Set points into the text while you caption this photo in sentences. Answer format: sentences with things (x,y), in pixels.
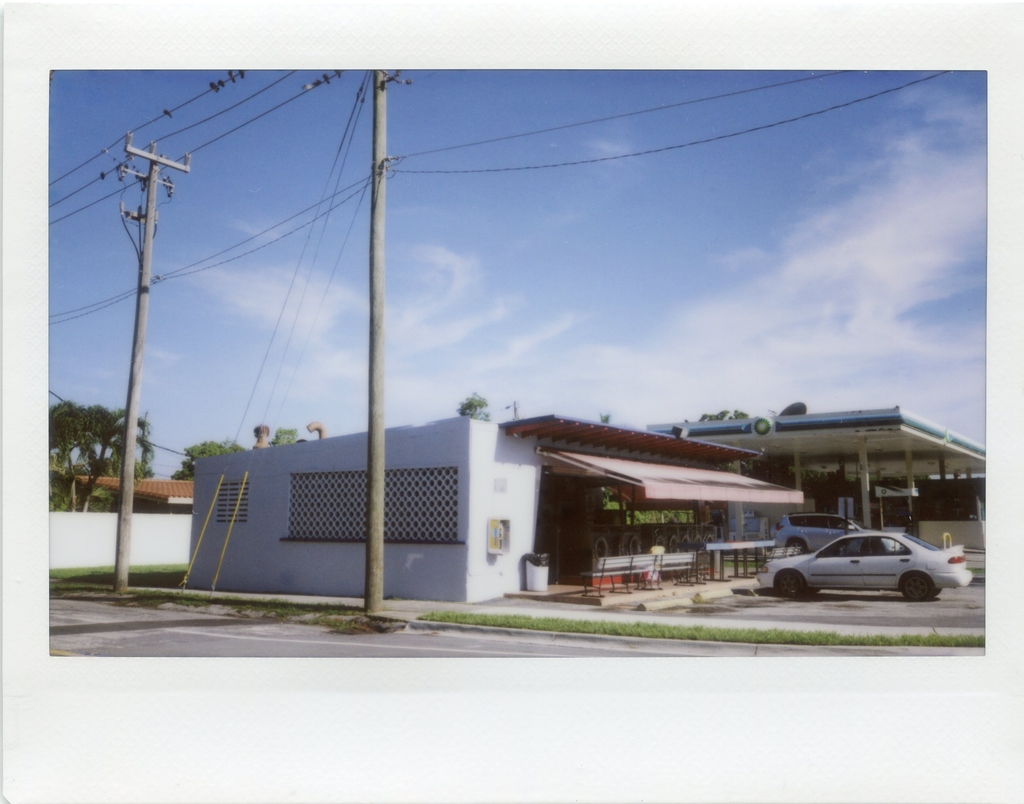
In this image, we can see trees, poles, houses (568,533), vehicles (875,547), benches (612,573), dustbin (537,564), grass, walkway (586,611) and road (445,636). Background (593,382) we can see the sky (655,331). Top of the image (335,188), we can see wires (817,112) and few birds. On the right side of the image (885,451), it looks like a petrol bunk (784,437).
